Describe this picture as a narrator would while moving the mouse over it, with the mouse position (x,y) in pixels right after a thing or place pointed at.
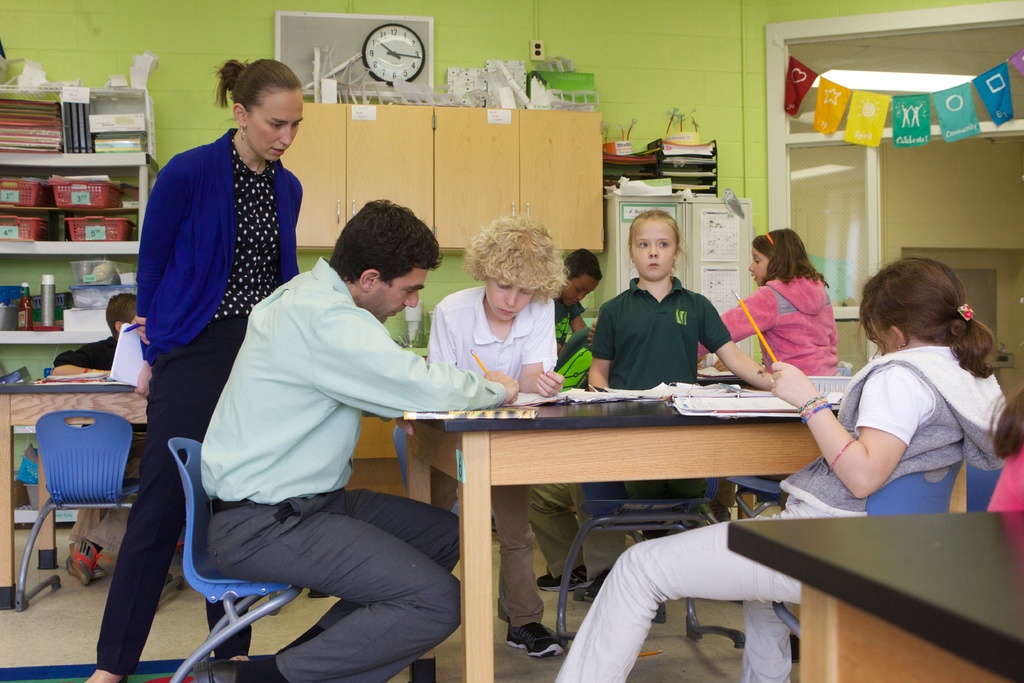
The image consists of kids (655,342) and man (342,410) sitting around a table (481,478) on a chair (248,588) looking at books (648,402). this seems to be of a classroom (324,158) on the background (469,165) there is cupboard shelves (477,168) with many things (58,198) on it and there is clock (395,59) at center of the room (396,52) and at the right side (856,199) there is an entrance door (842,189).
